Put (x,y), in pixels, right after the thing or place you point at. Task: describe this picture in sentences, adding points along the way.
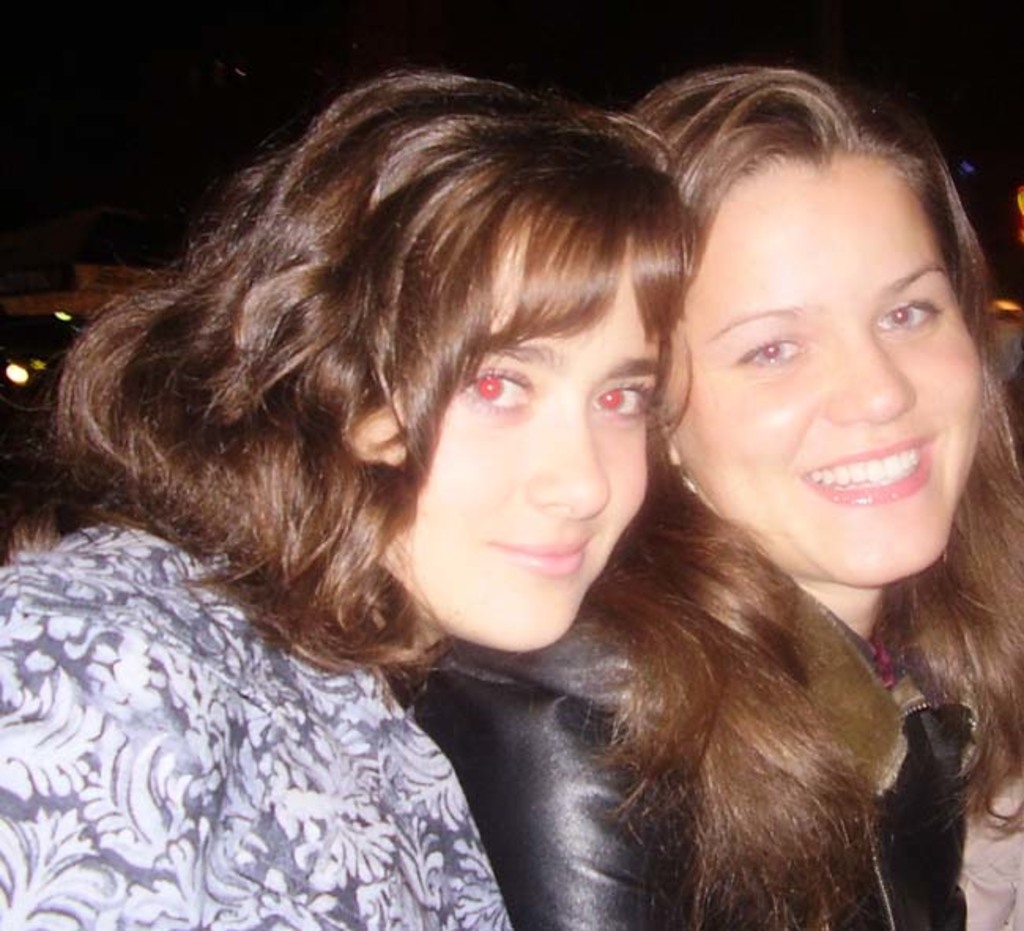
In this image there are two women (372,624) with a smile on their face (590,421).
